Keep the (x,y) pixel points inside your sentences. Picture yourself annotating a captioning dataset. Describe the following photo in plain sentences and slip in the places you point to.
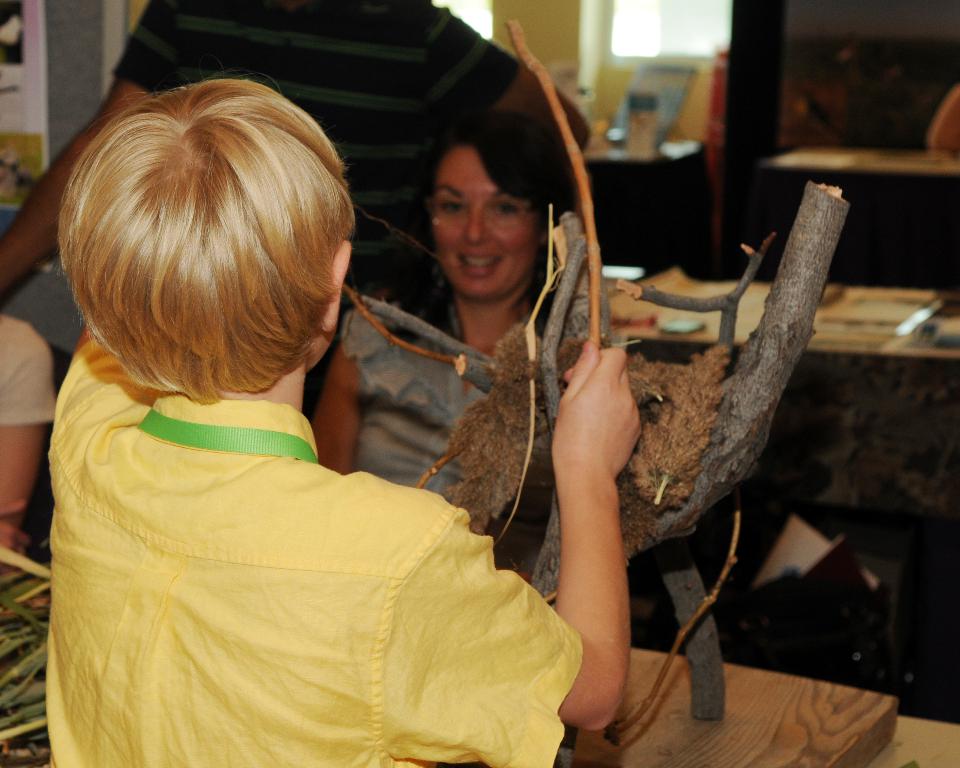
In this image in the center (490,287) there are persons (363,345) and in the front (268,565) there is a boy (286,575) wearing a yellow colour shirt (306,640) holding an object (649,443) which is in the shape of wood. And the background (570,67) is blurry. In the center (475,266) there is a woman (484,258) smiling and behind the woman (491,274) there is a table (833,379) and there are objects (666,330) on the table (694,315).
